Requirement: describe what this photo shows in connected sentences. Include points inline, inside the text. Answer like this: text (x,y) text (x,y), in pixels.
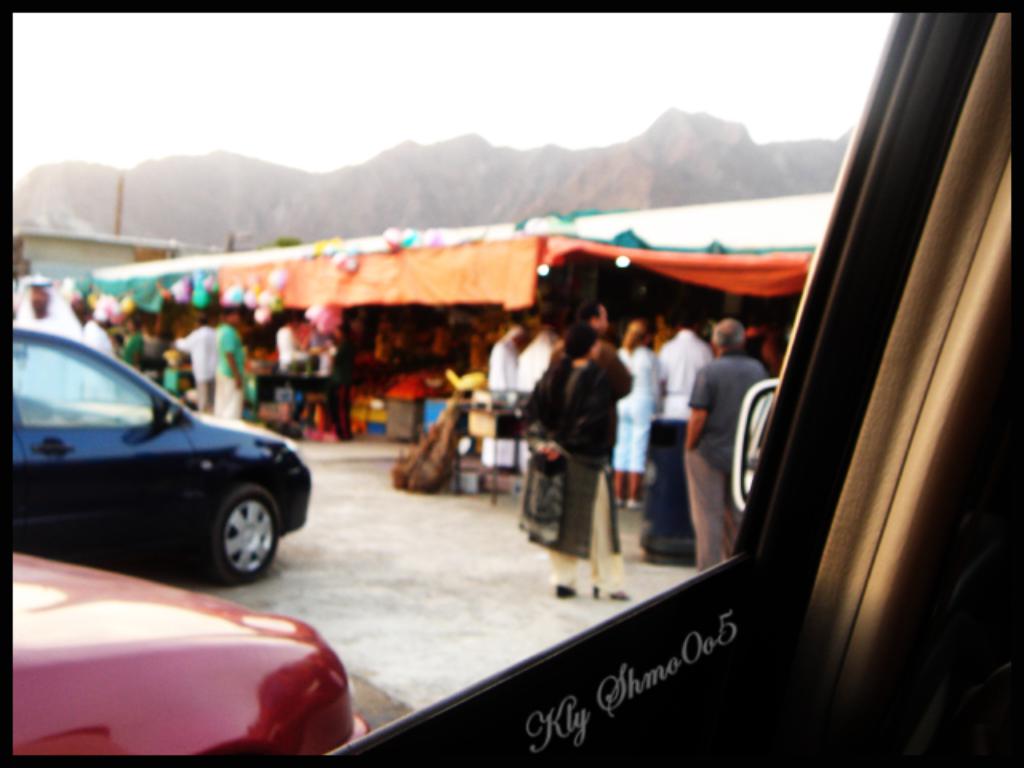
In this image we can see stalls (488,354), fruits (402,395) and vegetables (426,377) arranged in the baskets (412,380) and tins (396,418), balloons (286,281) hanged to the curtains (409,283), people (517,333) standing on the floor (432,521), motor vehicles (253,553) on the road (362,561), hills (269,187) and sky (358,102) through a motor vehicle's window (589,492).
